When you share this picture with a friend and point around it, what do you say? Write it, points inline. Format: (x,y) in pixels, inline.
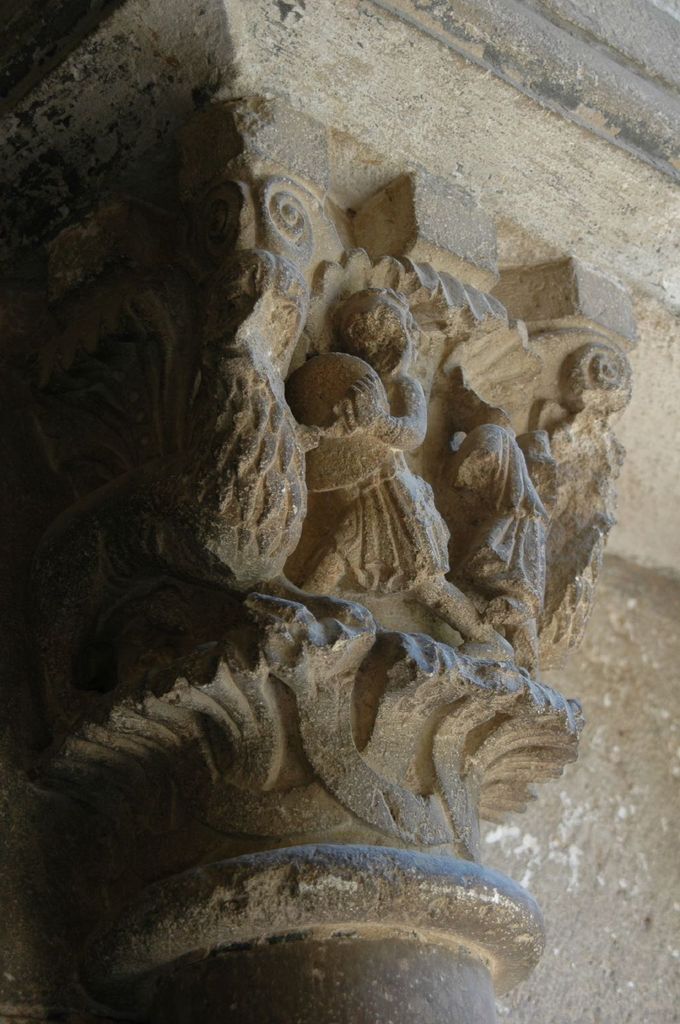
In this image I can see few grey colour sculptures (392,420) over here.
